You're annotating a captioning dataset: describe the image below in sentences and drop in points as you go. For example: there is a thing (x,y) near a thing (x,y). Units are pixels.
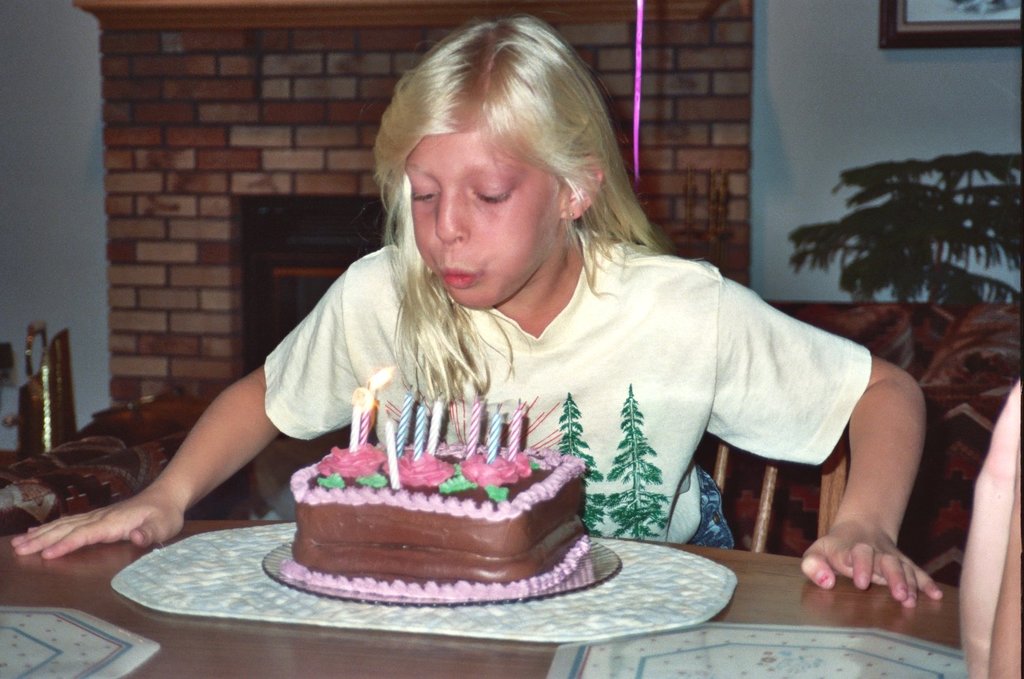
There is a girl (479,153) sitting in the center of the image (630,313) in front of a table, there is a cake (334,464) on the table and a person (968,670) on the right side (993,641). There is a portrait (958,24), plant (856,261), wall (118,244) and other objects (59,416) in the background area (109,394).
